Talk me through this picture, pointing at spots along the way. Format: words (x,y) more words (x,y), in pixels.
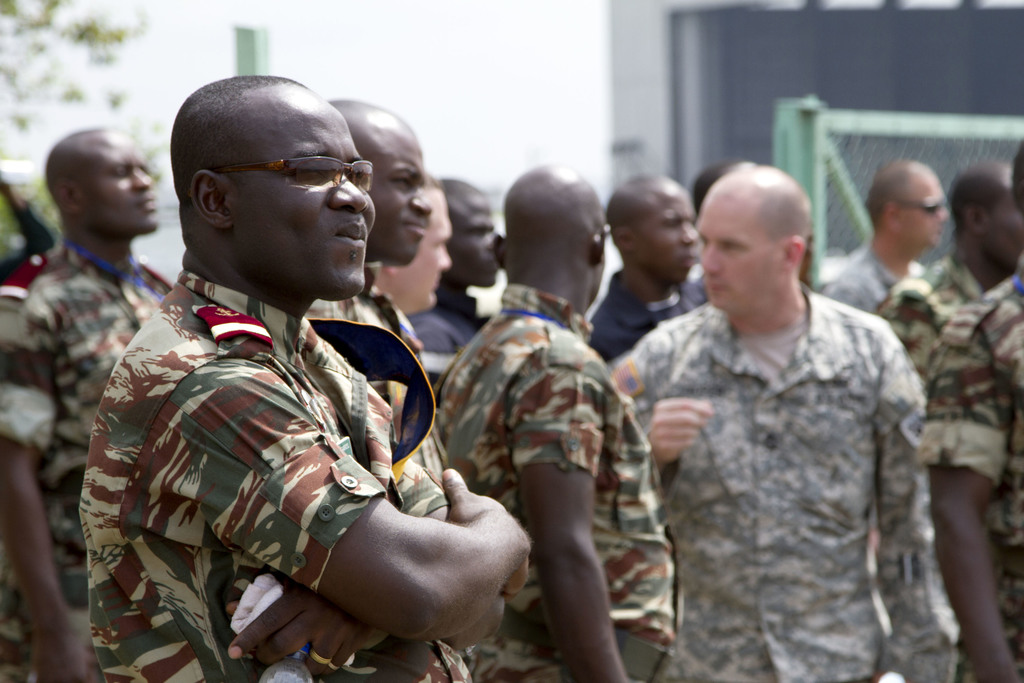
In this image we can see these people (339,468) wearing uniforms (140,541) are standing here. This part of the image is slightly blurred, where we can see a few more people (591,291) standing, we can see the fence (946,156), trees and the sky (429,74) in the background (489,104).
